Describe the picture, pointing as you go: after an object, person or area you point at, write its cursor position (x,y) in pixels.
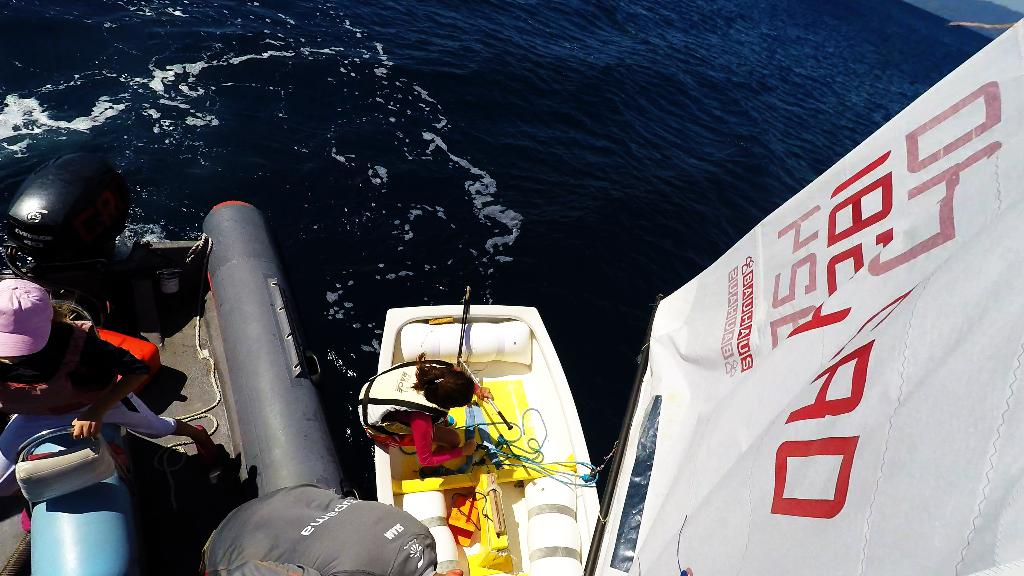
This is an ocean (153,189). At the bottom (519,447) there is a boat (533,420). On the boat (502,377) I can see a person (406,419) is sitting and there are few objects (499,468). On the left side (222,340) there is a metal object (248,354). It seems to be a part (250,405) of another boat (197,386). On this few people (87,392) are standing and there are many objects (84,456). On the right side (869,320) there is a white color banner (868,452) on which I can see some text (799,506).
